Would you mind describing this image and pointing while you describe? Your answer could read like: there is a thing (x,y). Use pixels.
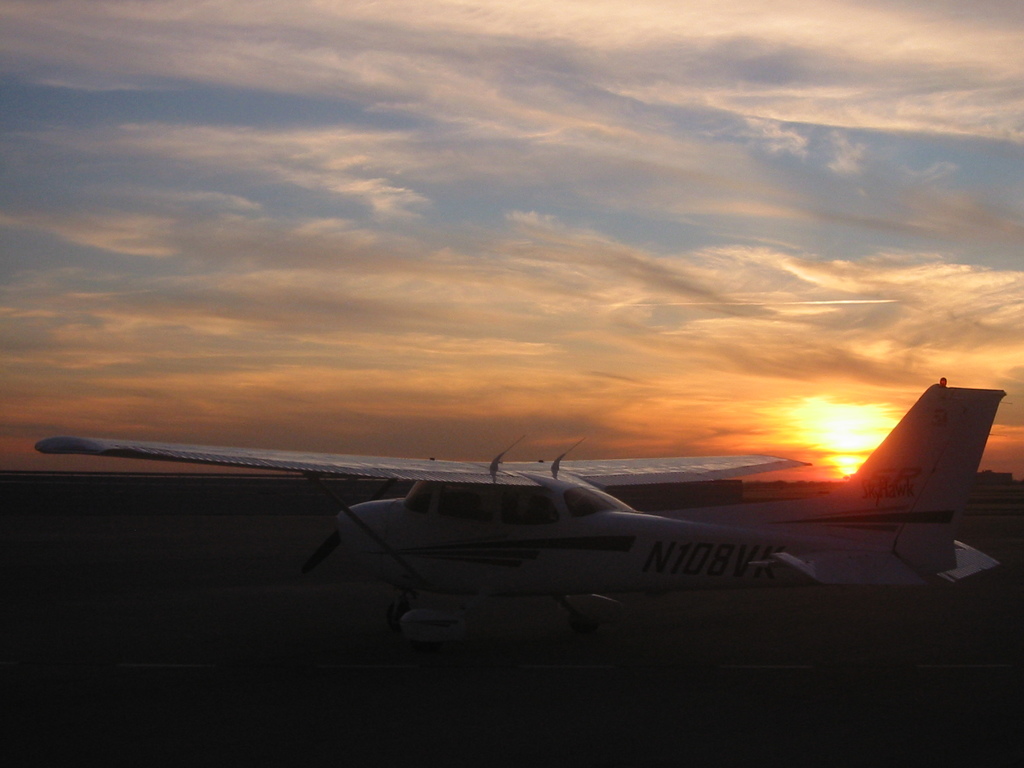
In this image I can see an aircraft (418,610). In the background (436,94) I can see cloudy sky (847,288) with the sunset view.
